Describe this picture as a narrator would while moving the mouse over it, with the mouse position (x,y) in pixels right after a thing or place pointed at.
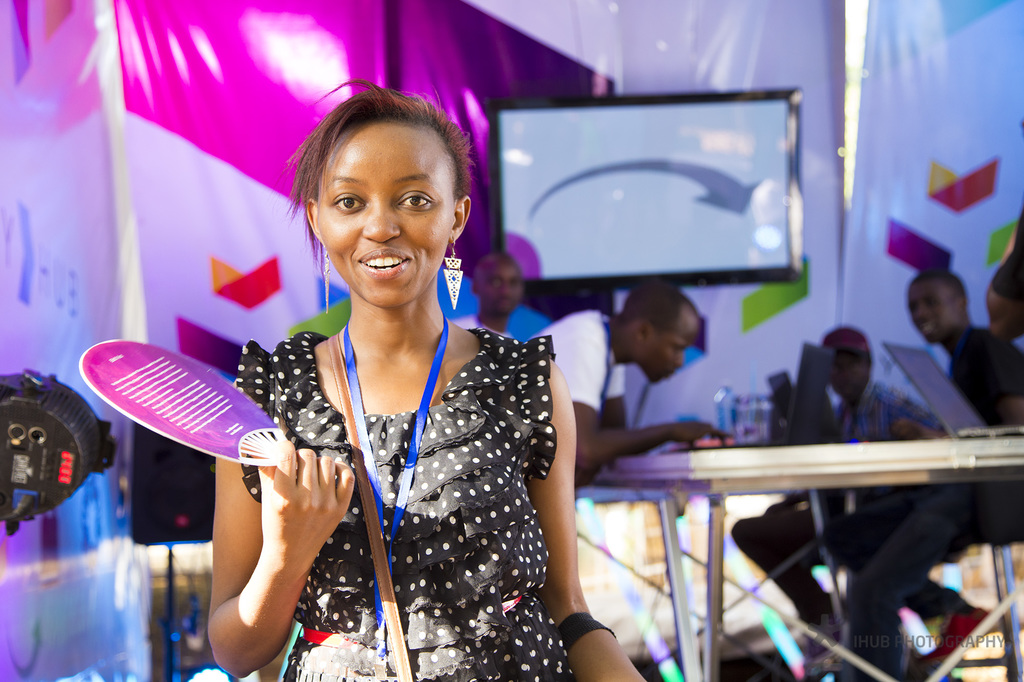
In this picture we can see a woman (279,389) wore an id card (361,397) and holding an object (280,443) with her hand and smiling and at the back of her we can see a group of people (581,311) sitting, laptops (966,414) and bottles (761,411) on a table (702,473), television (636,181), machine (30,413), speaker (203,514), banners (51,133) and some objects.
